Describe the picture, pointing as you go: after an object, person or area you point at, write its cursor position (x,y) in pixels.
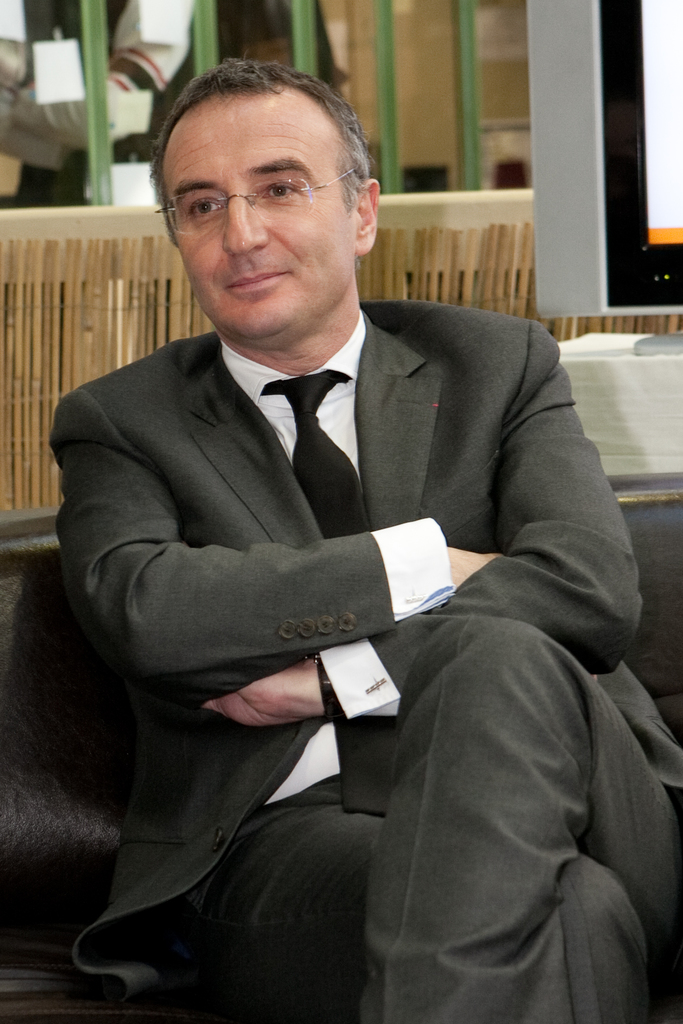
In this picture I can see there is a man (181,780) sitting, he is wearing a blazer (265,584), he has spectacles (272,202) and he is smiling. There is a television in the backdrop (8,452) and there is a wooden wall (46,330).
